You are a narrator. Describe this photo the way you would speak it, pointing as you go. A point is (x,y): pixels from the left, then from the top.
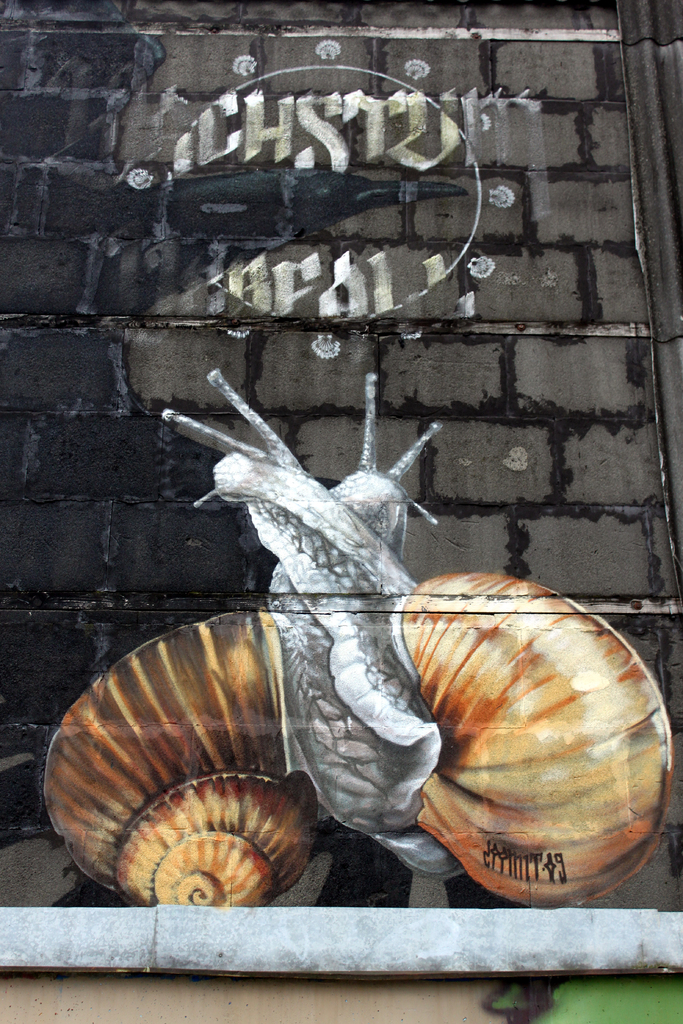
In the image we can see a wall (443,313) and painting (223,851) on it. On the wall (153,556) there is a painting (302,742) of a snail (302,742), this is a pipe (353,950).
